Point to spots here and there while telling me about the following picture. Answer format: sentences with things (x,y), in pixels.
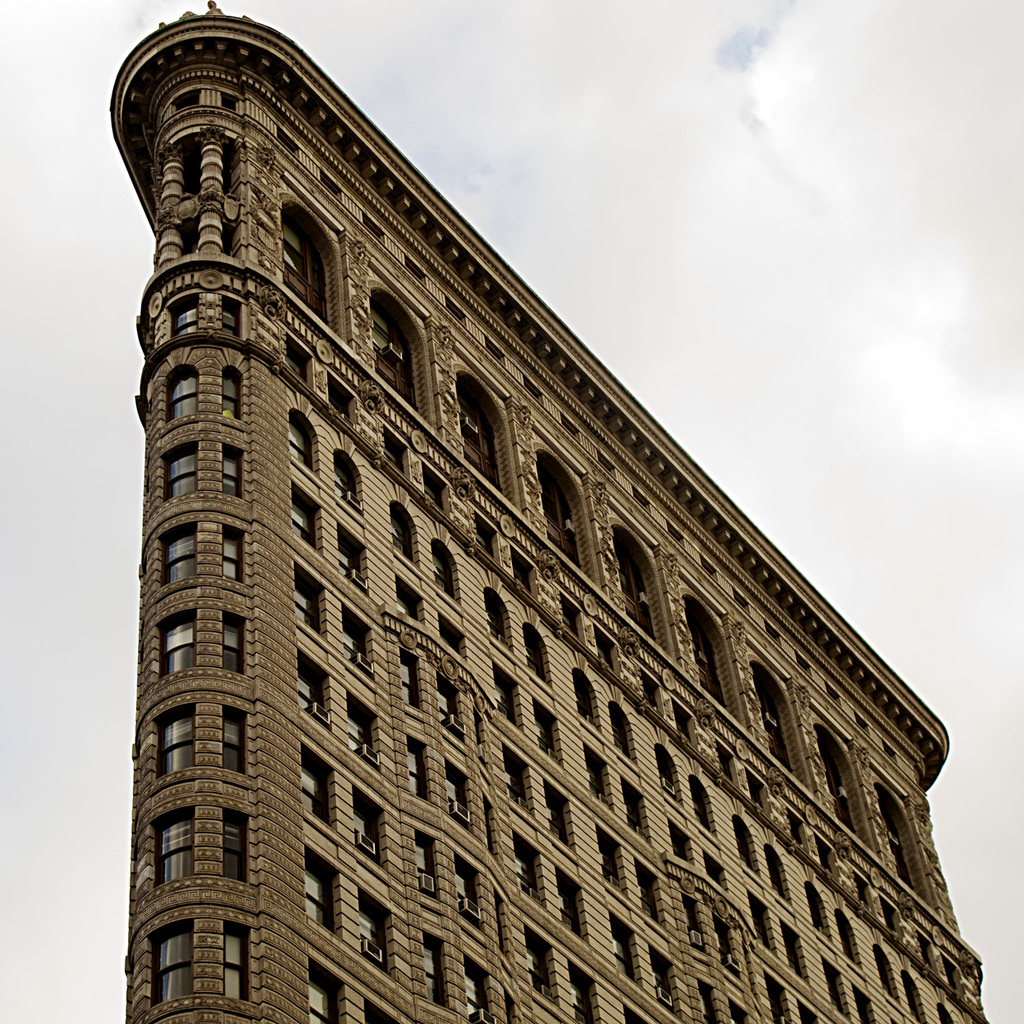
In this picture I can see the building (445,596). I can see clouds (616,190) in the sky (637,144). I can see glass windows (312,856).
